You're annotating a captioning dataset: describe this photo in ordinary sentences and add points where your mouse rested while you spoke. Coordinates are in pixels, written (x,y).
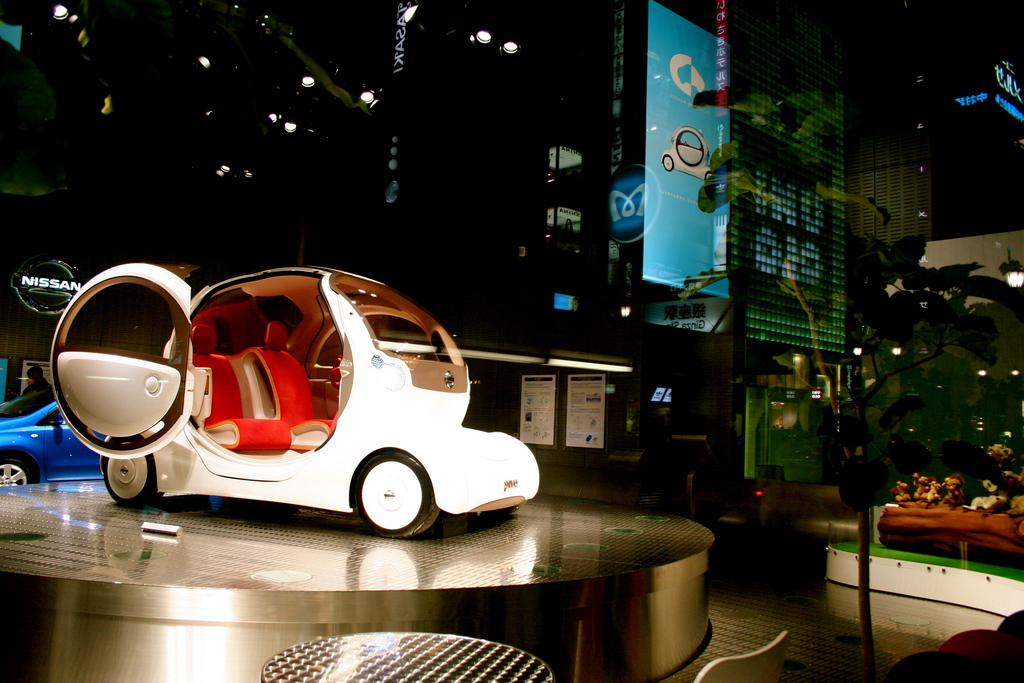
In this image I can see a metal stage (555,537) and on it I can see a vehicle (421,448) which is black, white and red in color. In the background (70,444) I can see another vehicle (61,430), a person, few buildings (38,349), few lights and few other objects (1012,534).
